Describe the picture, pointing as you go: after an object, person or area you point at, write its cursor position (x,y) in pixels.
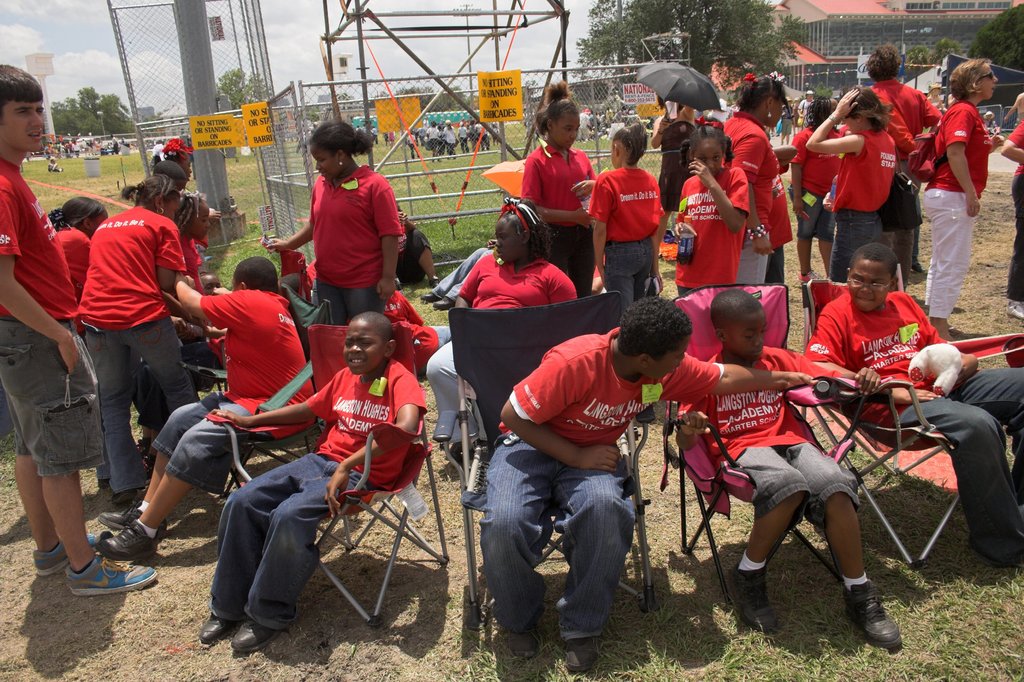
This is looking like a playing ground (206,659). Here I can see many children (481,285) are wearing red color t-shirts (900,372), few (292,339) are sitting on the chairs (491,381) and few (602,205) are standing. At the back of these people (342,133) I can see a pole (191,41) and a net (335,83). In the background (454,141) there are many people (438,141) standing on the ground (131,157) and also I can see few trees (770,19) and building (889,16). At the top (85,17) I can see the sky (66,17).
